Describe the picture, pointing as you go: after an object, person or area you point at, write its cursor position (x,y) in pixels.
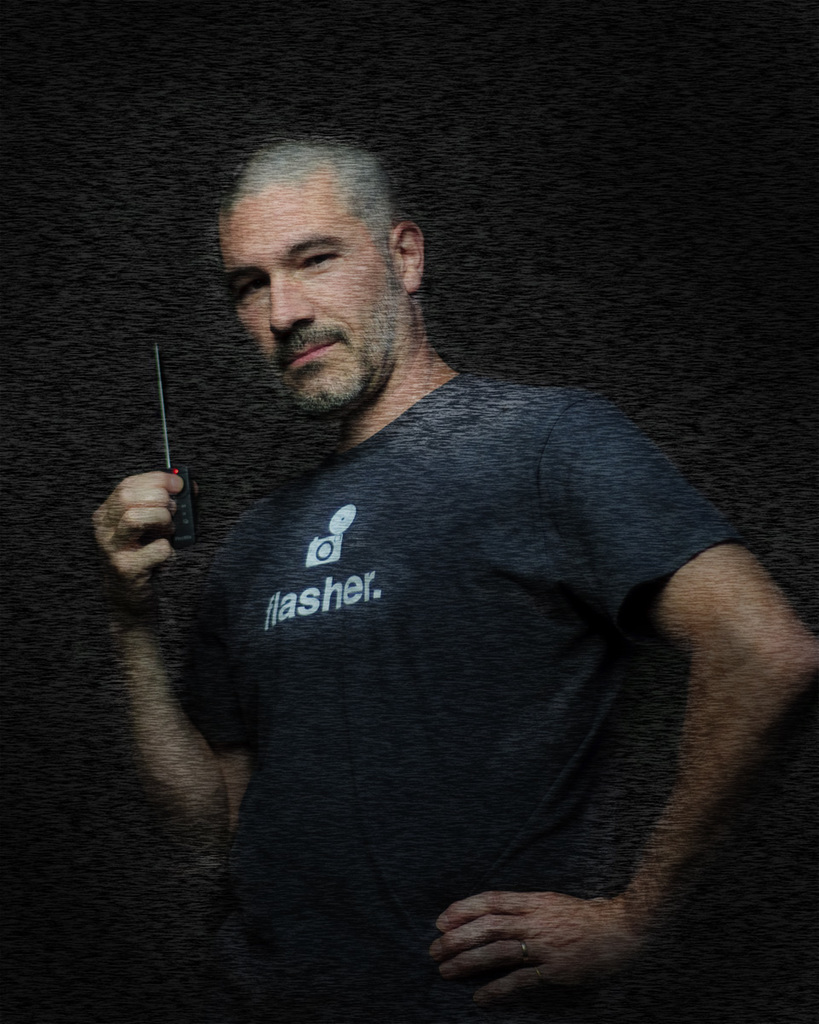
In this image we can see a person (650,501) wearing t shirt (402,608) is holding a device (189,531) in his hand (131,542).
